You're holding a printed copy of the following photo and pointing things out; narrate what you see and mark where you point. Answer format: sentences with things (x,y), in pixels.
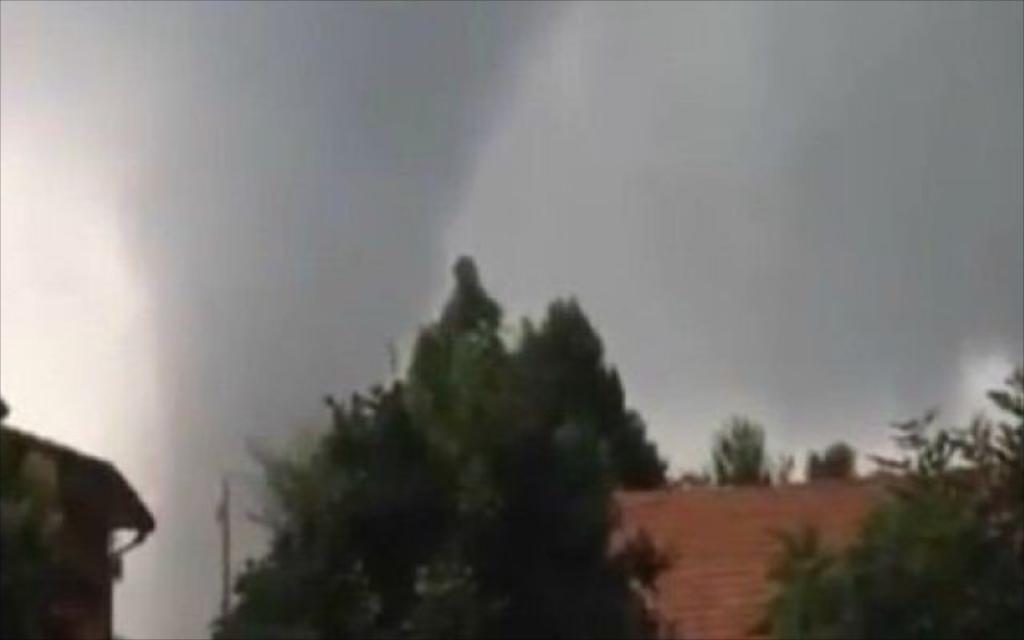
In this image, I can see the trees (976,478) and a roof (682,529). In the background (971,284), there is the sky (979,270).
